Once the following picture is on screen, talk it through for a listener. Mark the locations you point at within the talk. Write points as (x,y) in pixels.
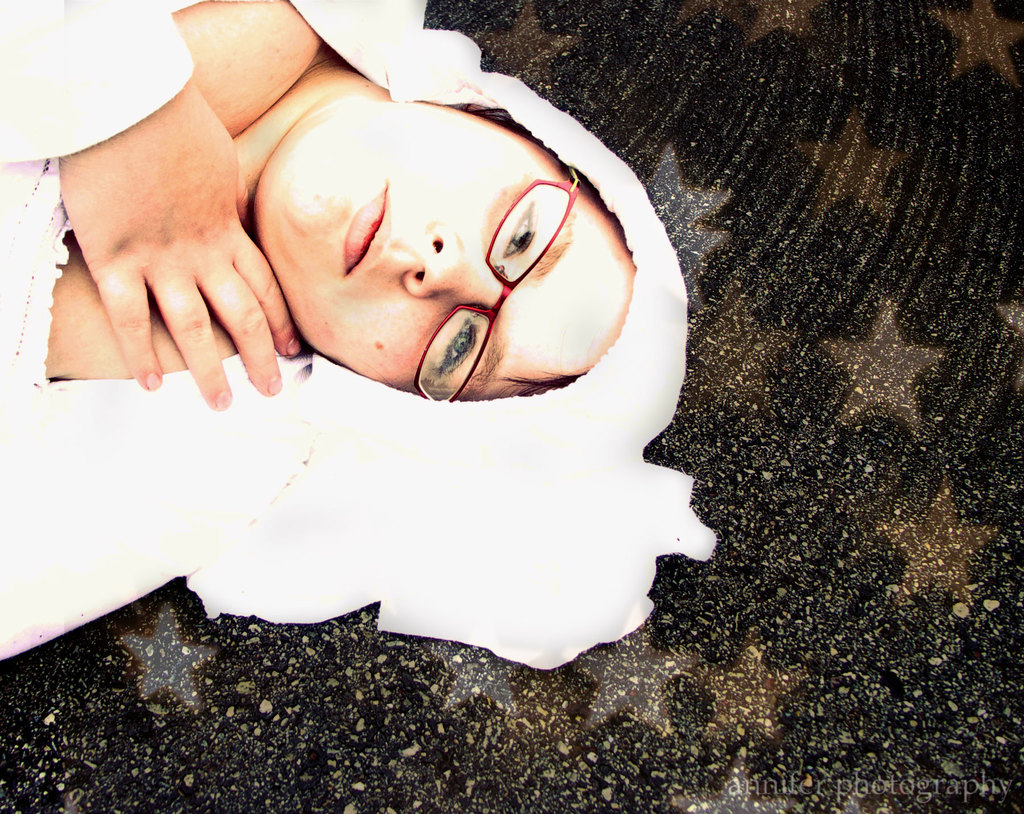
In the picture I can see a woman (279,221) is lying on a surface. The woman (279,287) is wearing spectacles (475,351) and white color clothes (281,403).
